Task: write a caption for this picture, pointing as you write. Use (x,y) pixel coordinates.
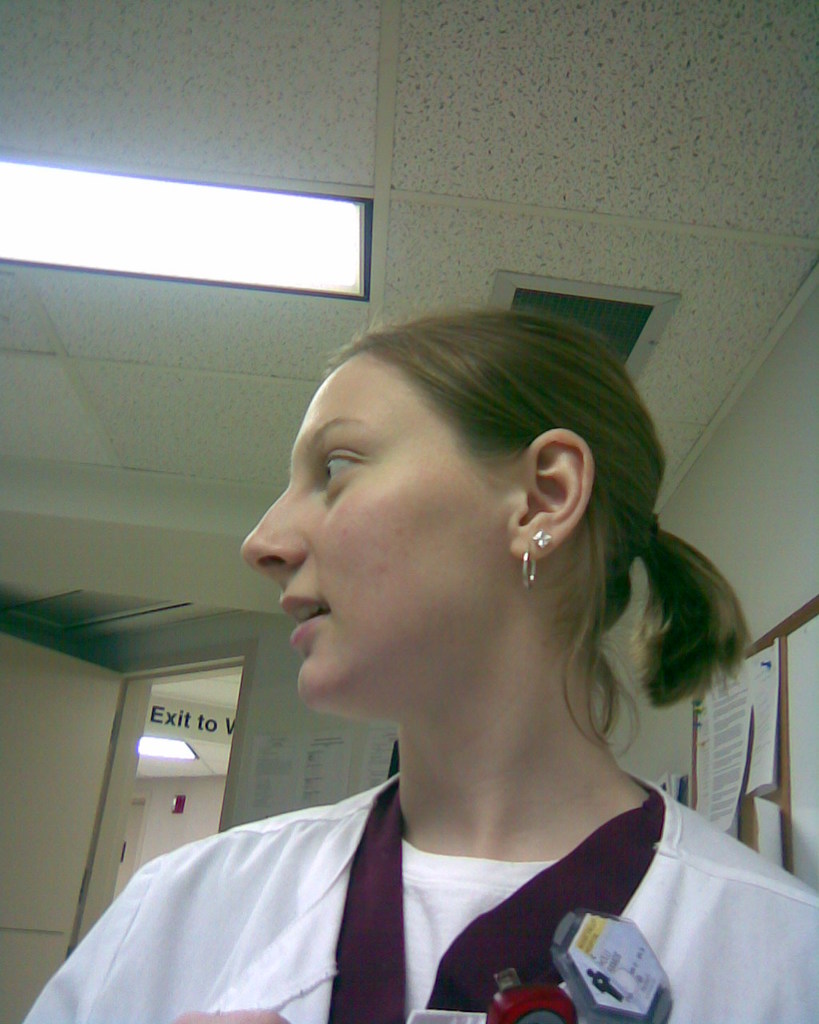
In this picture we can see a girl (464,532) wearing white color top (320,927) looking on the left side (272,919). Behind we can see a notice board (785,791) with many papers (758,788) stick on it.
